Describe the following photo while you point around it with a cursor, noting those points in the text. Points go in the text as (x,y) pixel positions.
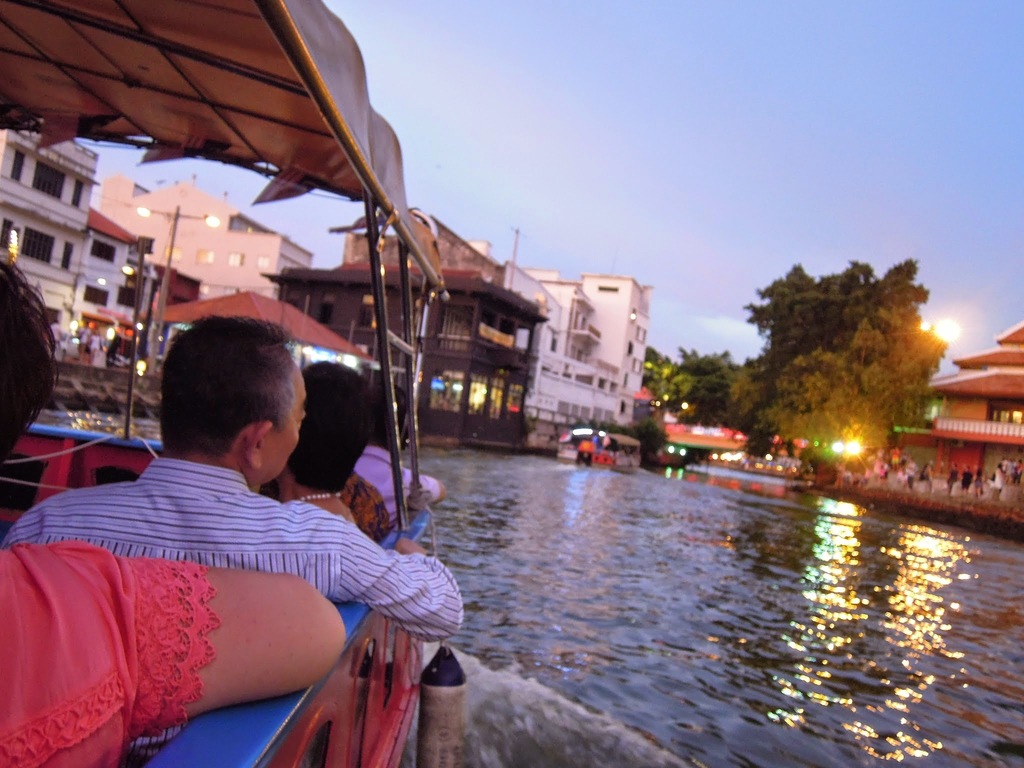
In this image we can see some people (314,546) sitting in a boat (352,643) which is covered with a roof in the water (475,681). On the backside (519,407) we can see a house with a roof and some people (907,466) standing near it. We can also see some buildings (489,392), street poles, trees (847,331), lights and the sky (697,179) which looks cloudy.
